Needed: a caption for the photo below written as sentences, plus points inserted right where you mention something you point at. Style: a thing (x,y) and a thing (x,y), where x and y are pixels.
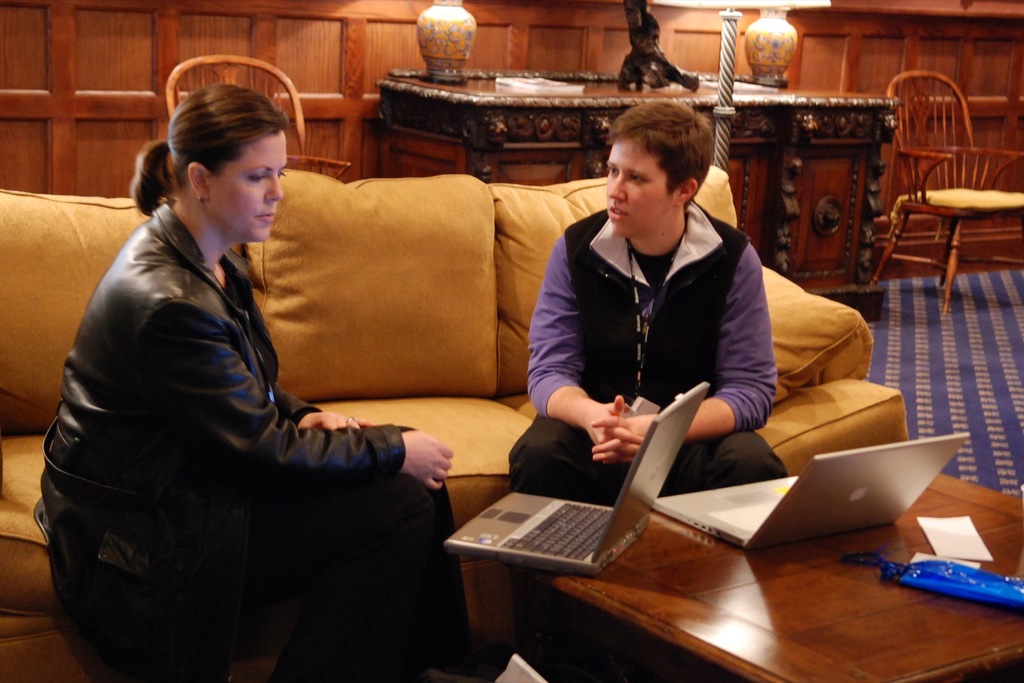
In this picture we can see two people (578,275) sitting on a sofa (533,300) and in front of them on the table (685,655) we can see laptops (885,476) and in the background (343,148) we can see chairs (277,74), wall (322,42).
